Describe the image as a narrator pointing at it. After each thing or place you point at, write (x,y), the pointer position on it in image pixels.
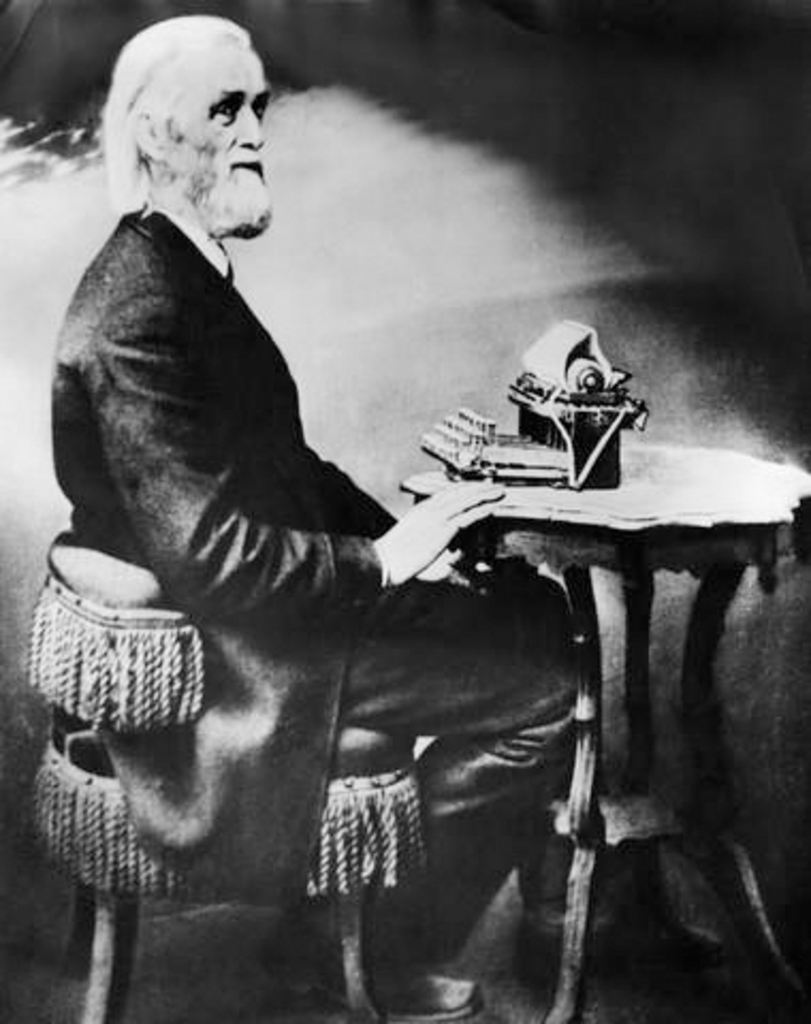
This is a black and white picture. We can see a man (228,276) sitting on a chair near to a table (787,526) and on the table (691,460) we can see an object (608,393).
